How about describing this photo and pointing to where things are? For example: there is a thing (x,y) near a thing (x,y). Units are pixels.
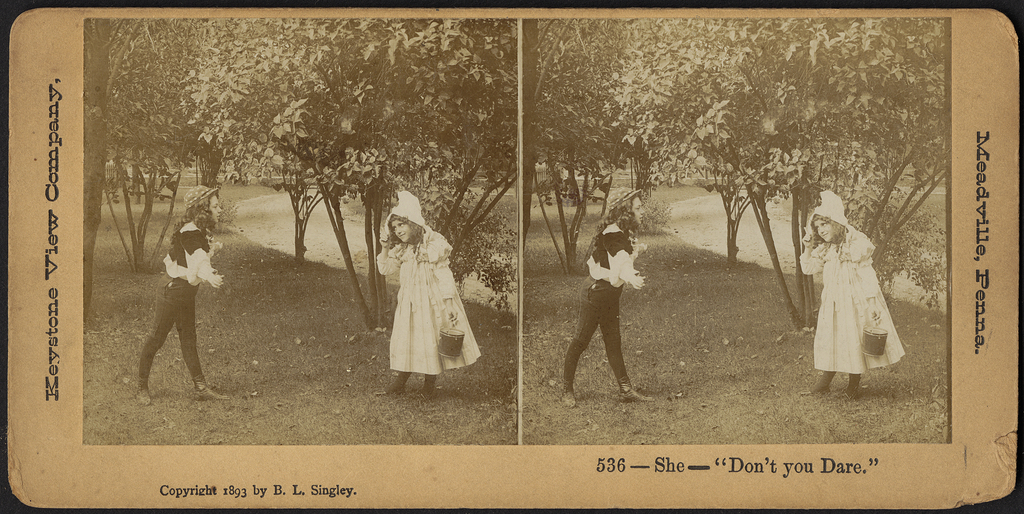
This is a poster (354,399) having two similar images (726,204) and texts (990,151) on it. In these images, we can see there are a boy (196,228) and a girl (420,249) on the ground (242,361), on which there is grass (340,415). In the background (454,225), there are trees (457,115) and a road (509,294).
